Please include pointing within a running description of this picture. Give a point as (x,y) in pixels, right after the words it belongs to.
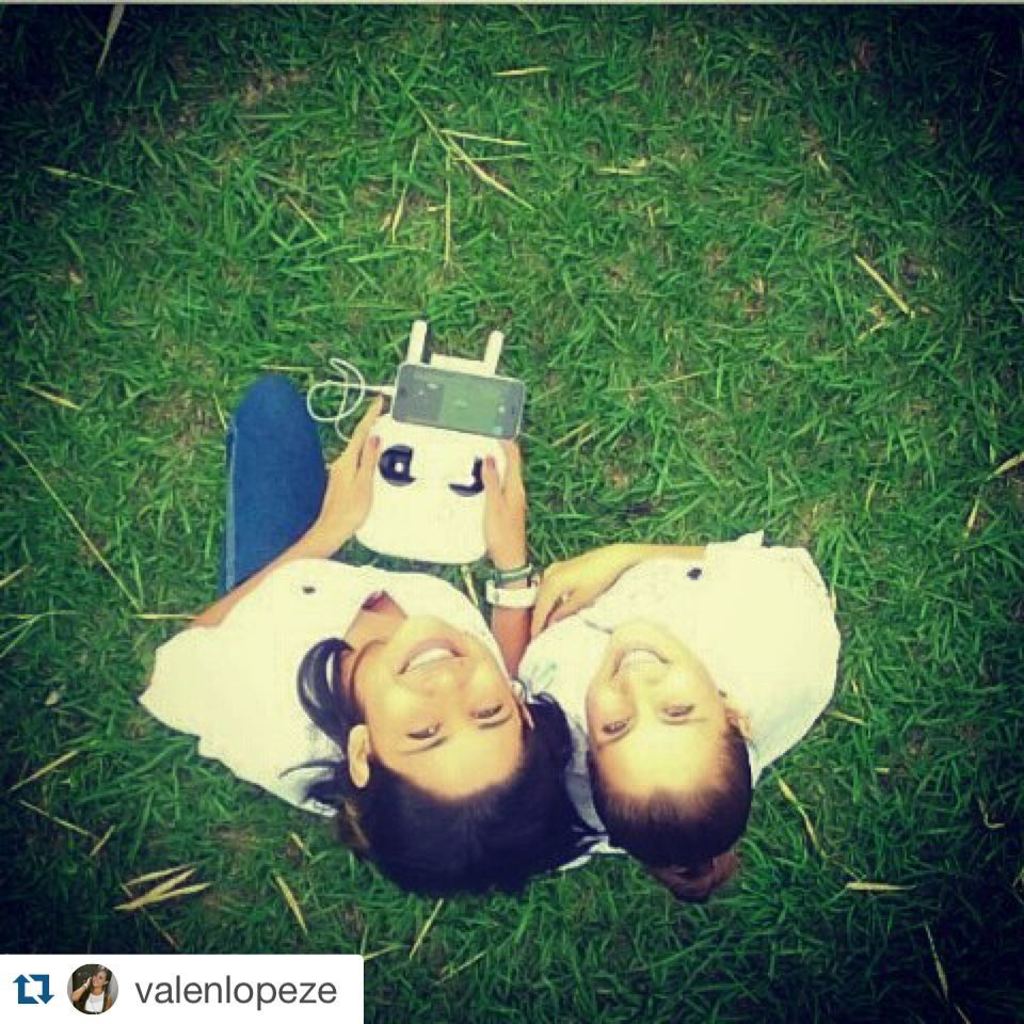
In the foreground of this image (508,787), there are two women (564,757) on a grass (251,794) and a woman (432,612) is holding a gadget (432,514) in her hand (342,532).
